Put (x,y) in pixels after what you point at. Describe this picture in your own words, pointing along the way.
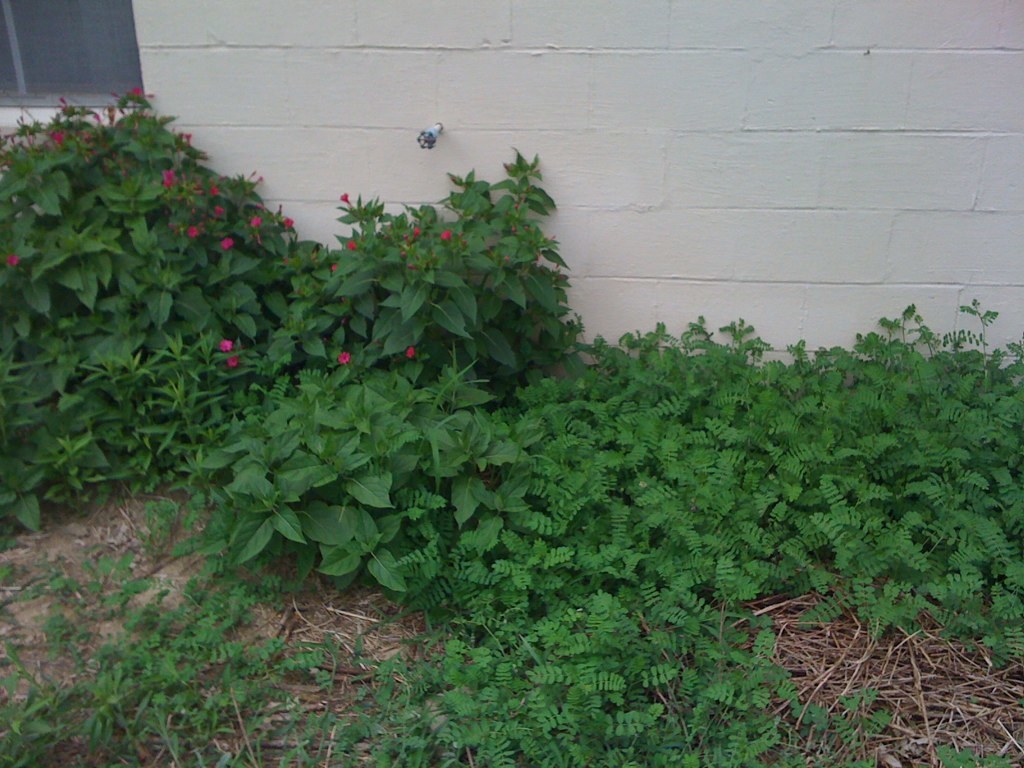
In this image there are plants (574,390) and we can see shrubs (608,506). There are twigs (888,690) and we can see flowers (231,241). In the background (372,89) there is a wall (584,100).
